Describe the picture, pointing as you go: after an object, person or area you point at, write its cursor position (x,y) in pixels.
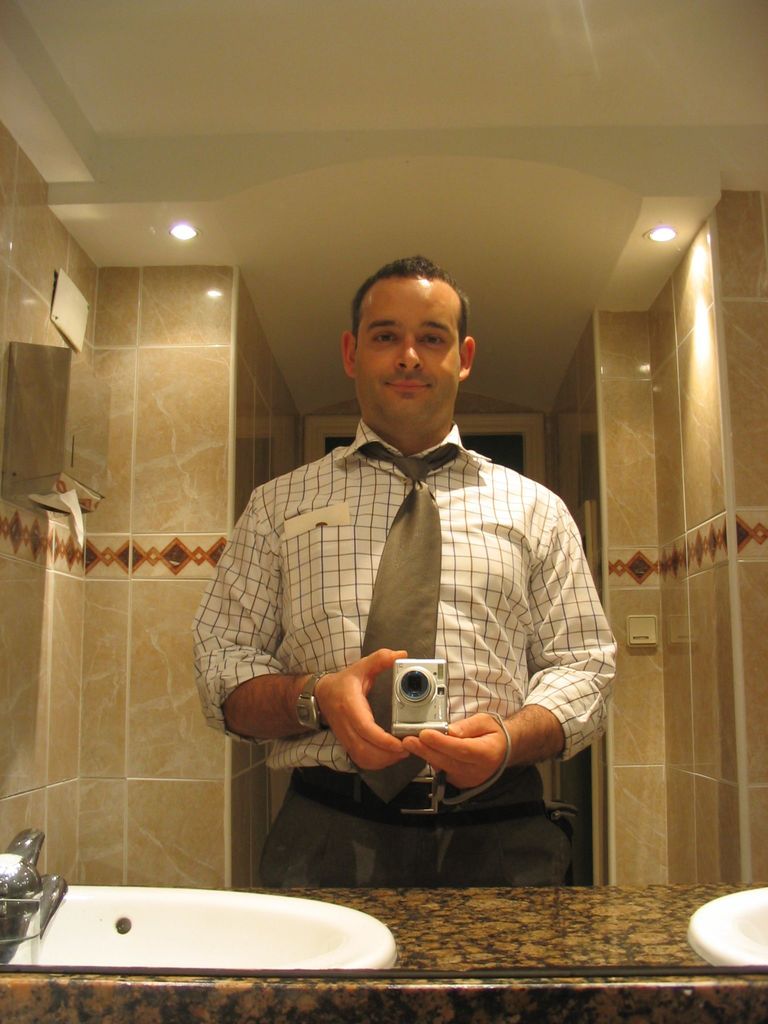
As we can see in the image there is a sink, tap (10,906), tiles (147,652) and a man (389,355) holding camera (413,693) in his hands (359,714).
